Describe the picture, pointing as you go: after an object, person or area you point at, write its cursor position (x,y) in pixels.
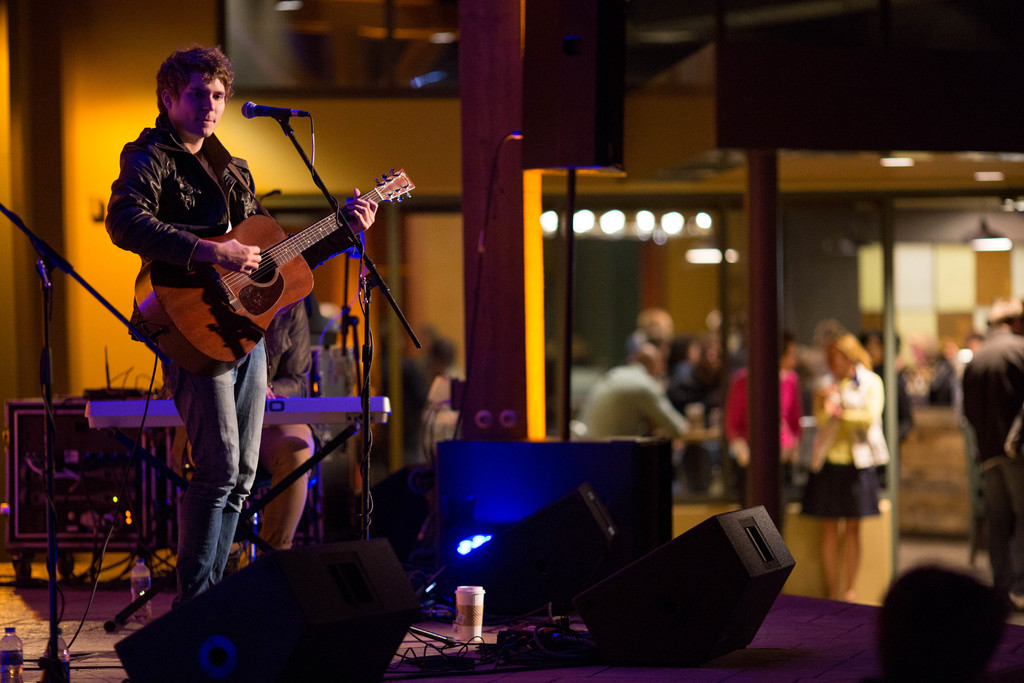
In the left (186,94) a person (195,101) is standing in front of the mike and singing and playing a guitar (256,284). Next to that a person (301,394) is sitting on the chair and playing keyboard (268,417). At the bottom (208,636) speakers (664,494) are visible on the stage (547,643) and a bottle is visible. In the right middle (1003,440) a group of people (1000,415) standing and sitting on the chair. The background (80,194) is of light orange in color. The pillars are visible and window (888,272) is visible. This image is taken inside a hall (776,84) during night time.
